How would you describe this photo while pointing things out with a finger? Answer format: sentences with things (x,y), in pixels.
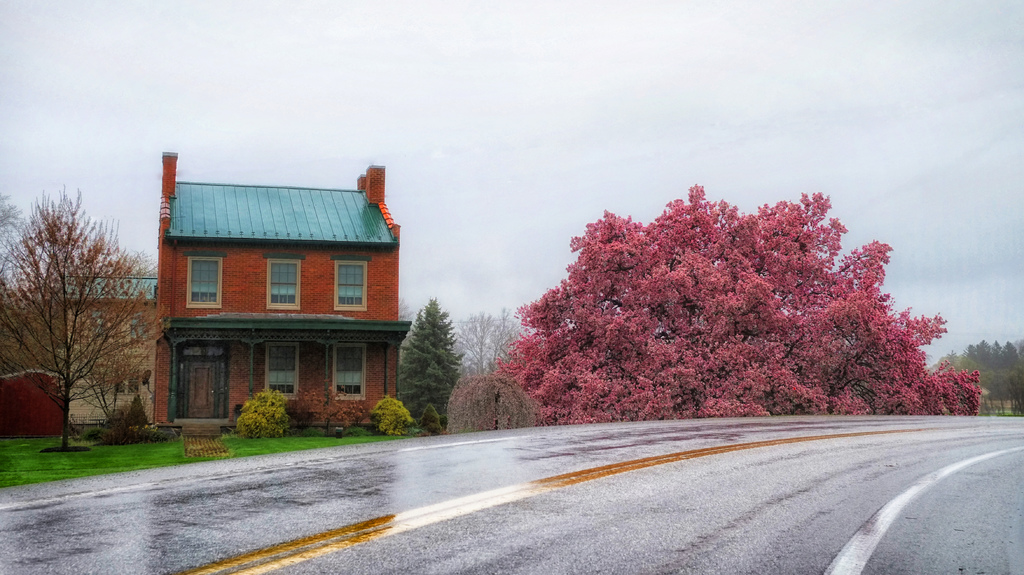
In the picture we can see a road (765,473), beside the road (995,436) we can see a tree (761,375) which is pink in color and beside it, we can see a house (177,428) with windows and door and near to it, we can see any grass surface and some plants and behind it also we can see another house building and in the background (818,145) we can see a sky (776,151).
